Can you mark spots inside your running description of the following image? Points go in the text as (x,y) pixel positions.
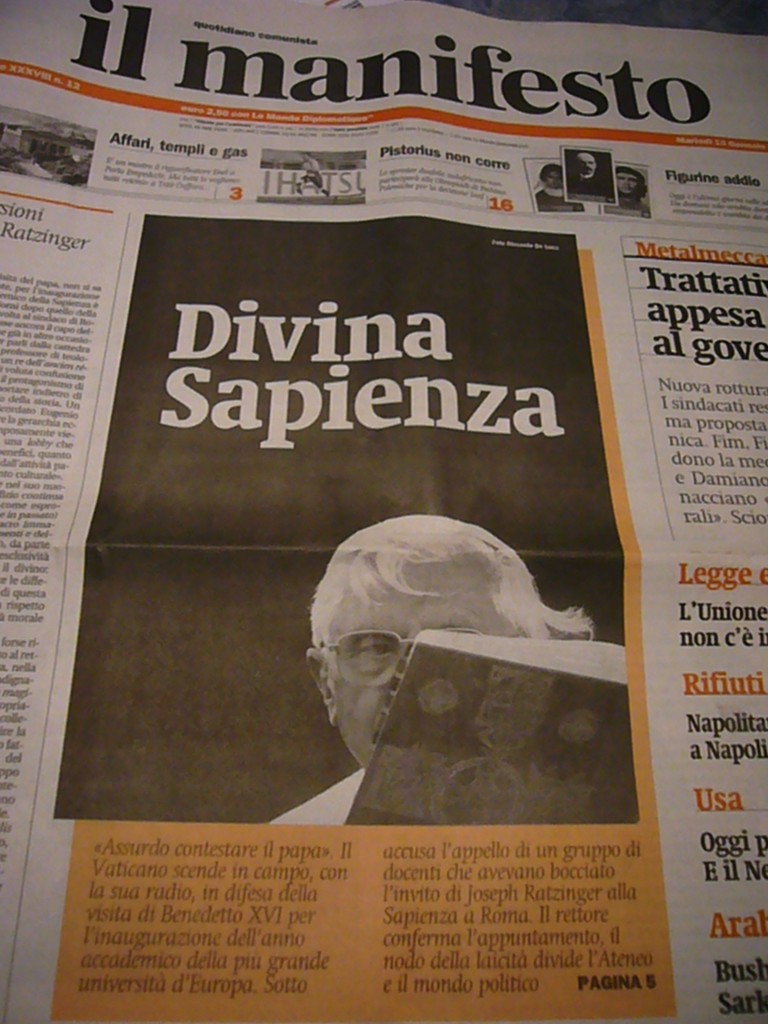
In this image in the center (462,475) there is one news paper (385,500), and some text (672,385) is written in that newspaper (475,906).
